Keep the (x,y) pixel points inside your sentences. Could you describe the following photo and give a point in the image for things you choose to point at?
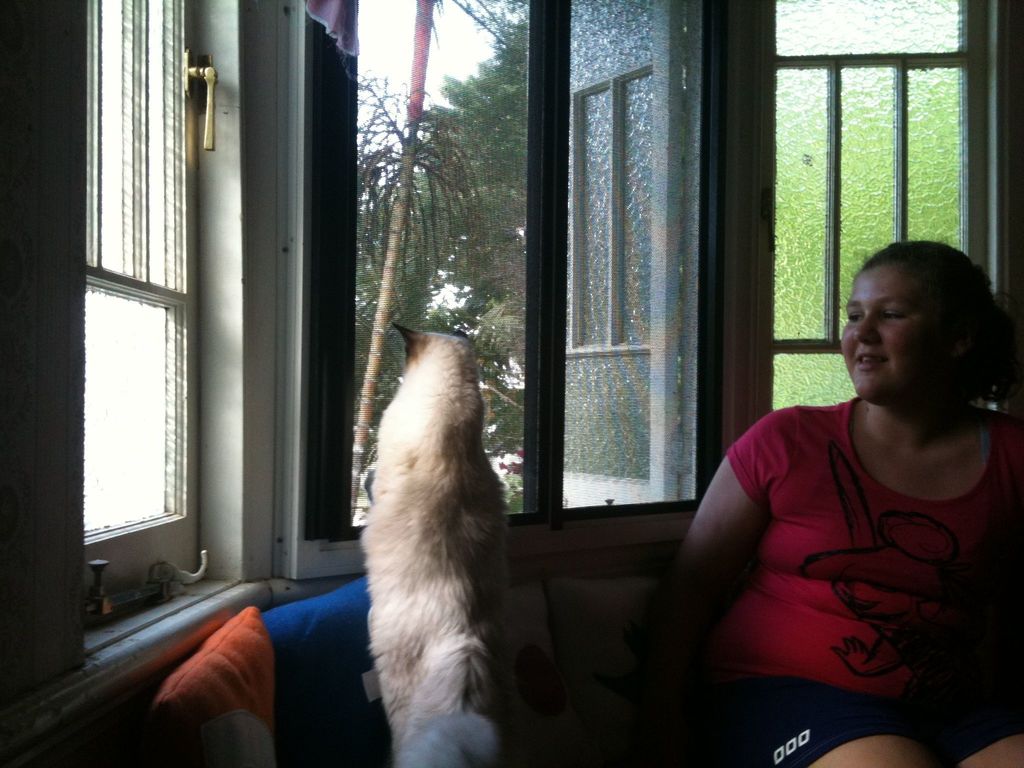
There is a lady (761,492) sitting on the right side of the image (850,452), it seems like a cat (376,559) in the center (407,434), there are pillows (278,617) at the bottom side (345,606) and there are windows (473,184), trees (422,93) and sky (402,97) in the background area (399,93).
